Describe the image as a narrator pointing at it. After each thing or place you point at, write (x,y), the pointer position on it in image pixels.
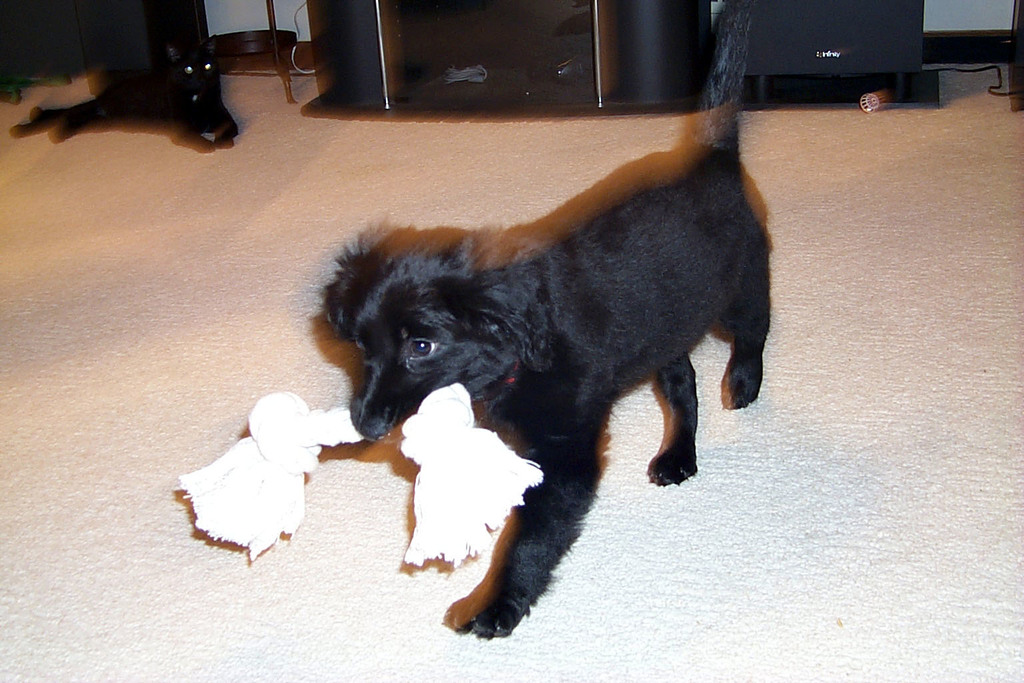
In this picture I can see a dog (505,396) holding an item (425,412), there is a cat (175,65), carpet (337,222), cupboard (617,8) and some other items (274,38).
